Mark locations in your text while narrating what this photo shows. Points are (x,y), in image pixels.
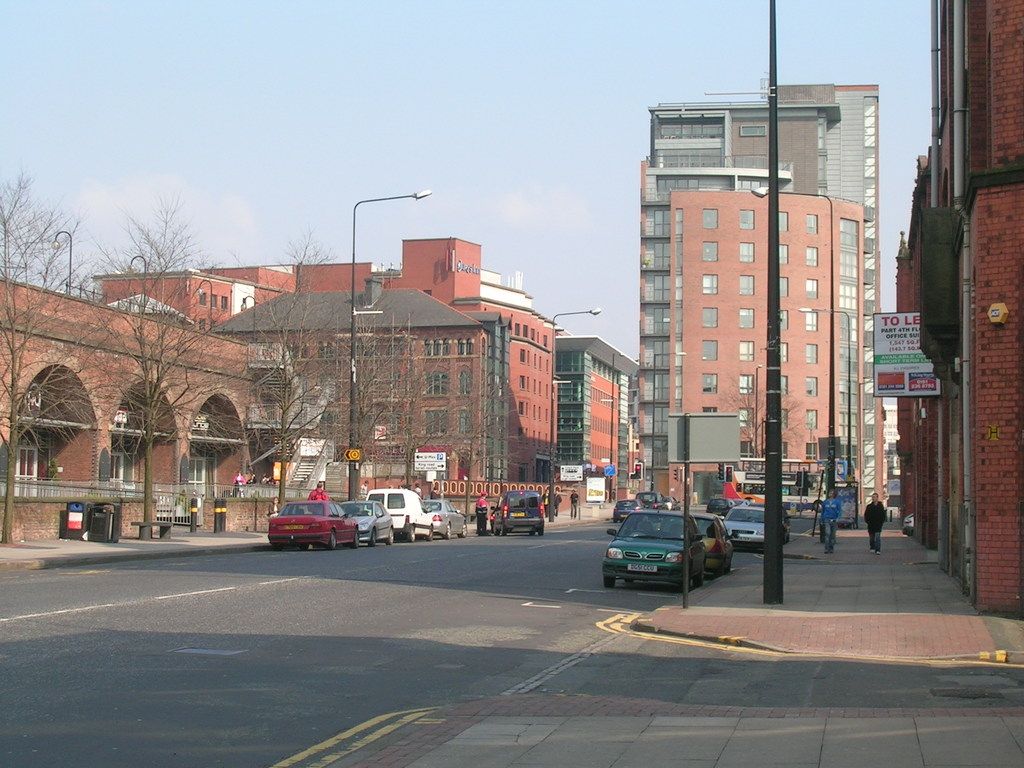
In this image we can see a few buildings (199,354), there are some trees (133,356), poles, boards (842,472), lights (416,193), people (869,507) and vehicles (818,486), in the background (465,138), we can see the sky (502,150).
